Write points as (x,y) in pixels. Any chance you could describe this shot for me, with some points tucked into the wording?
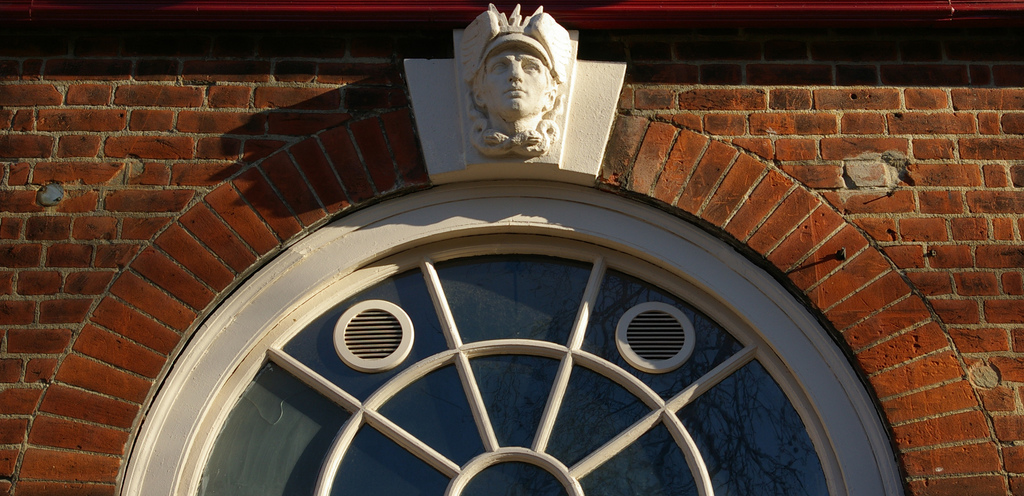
In this picture I can observe sculpture (530,124) of a human face (505,99) on the wall (287,114). The sculpture (473,92) is in white color. In the middle of the picture (518,240) I can observe a window (370,353). The wall (135,155) is in brown color.
